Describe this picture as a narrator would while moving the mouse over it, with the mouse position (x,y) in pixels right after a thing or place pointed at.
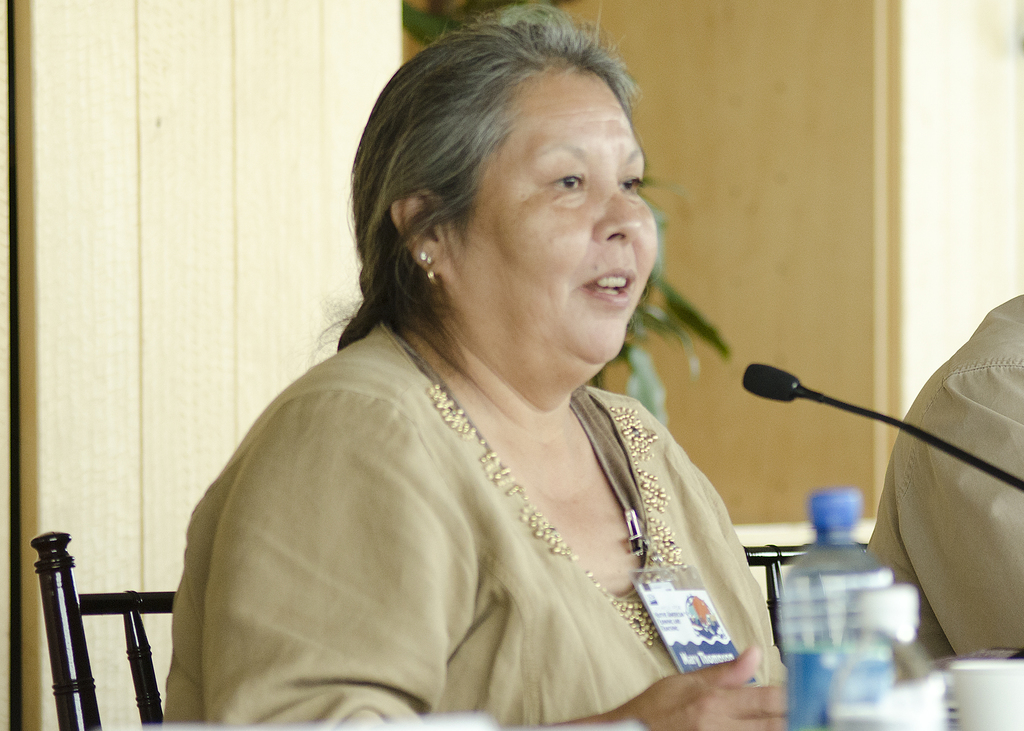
In this image we can see two persons (668,494), sitting on chairs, a lady (669,539) wearing an access card (651,598), in front of her, there is a mic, bottles (924,652), a cup (958,669), behind to her, there is a house plant (669,318), and a wooden wall (279,220).
